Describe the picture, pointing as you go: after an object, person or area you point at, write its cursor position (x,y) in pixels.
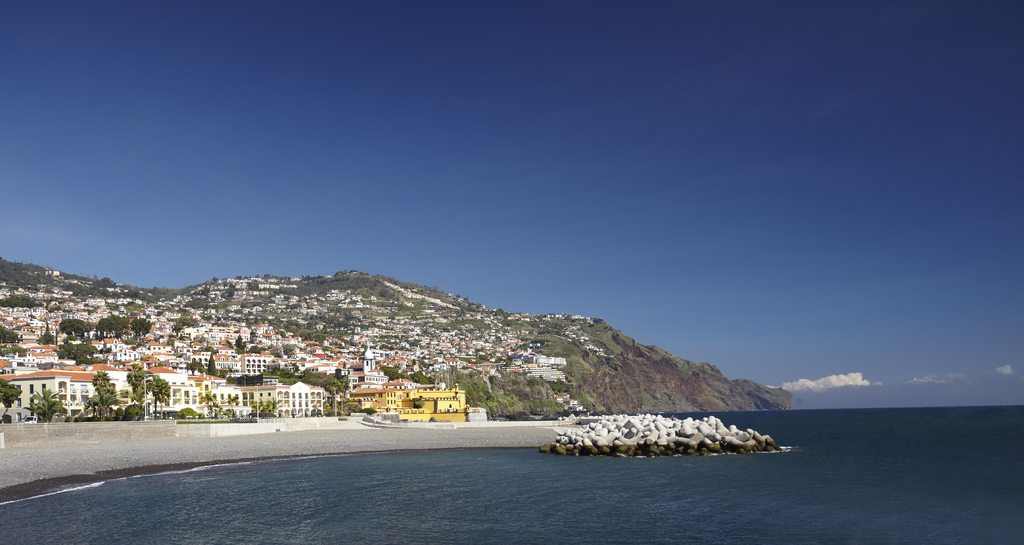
There is a surface of water (750,484) at the bottom of this image (573,495). There are some cement structures (635,431) are present at the bottom right side of this image (697,418). There are some buildings (235,356) and trees (148,327) on the mountain (549,335). There is a blue sky (685,231) at the top of this image (480,170).
